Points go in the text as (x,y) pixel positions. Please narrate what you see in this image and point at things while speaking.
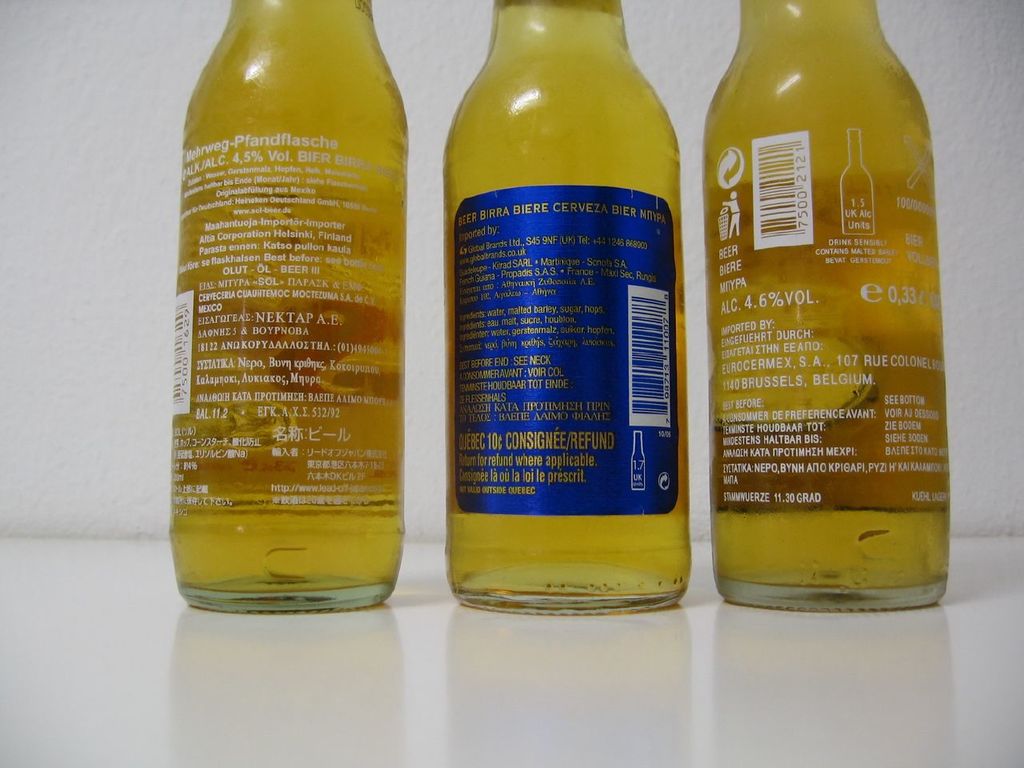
In this picture there are three bottles (474,494) which are yellow in color.
